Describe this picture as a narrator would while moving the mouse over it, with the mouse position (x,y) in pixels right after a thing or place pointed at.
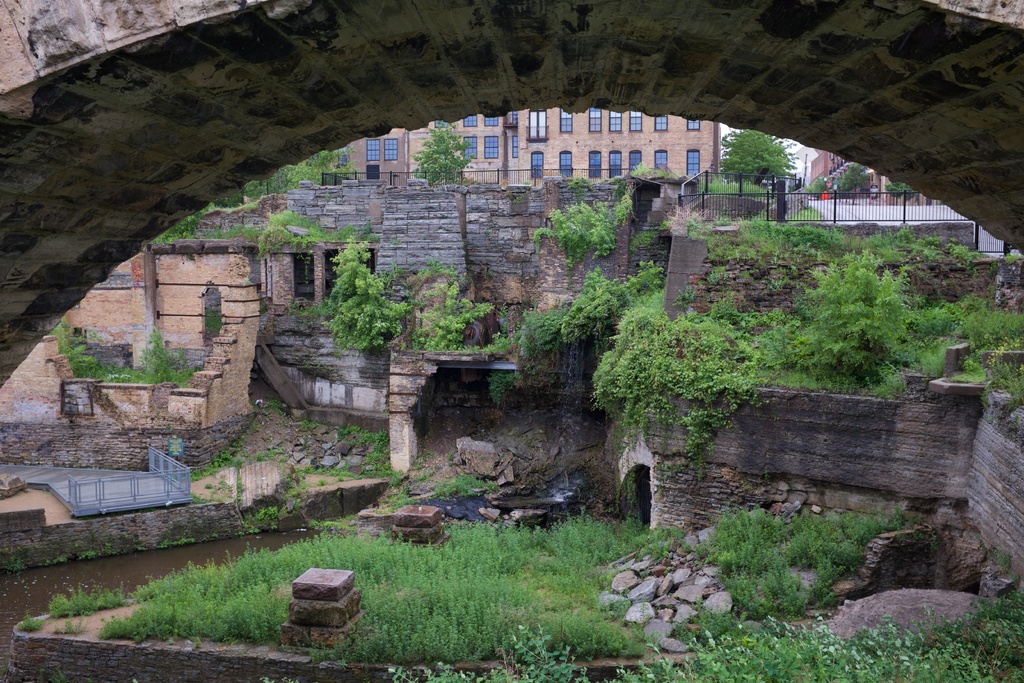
In this picture we can see a arch (964,143) in the front of the image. Behind there is a damaged fort (639,440) with some plants (615,406) and grass (469,565). In the background (528,176) there is a brown color building (559,127) with glass windows (695,159) and a metal railing (786,209).
